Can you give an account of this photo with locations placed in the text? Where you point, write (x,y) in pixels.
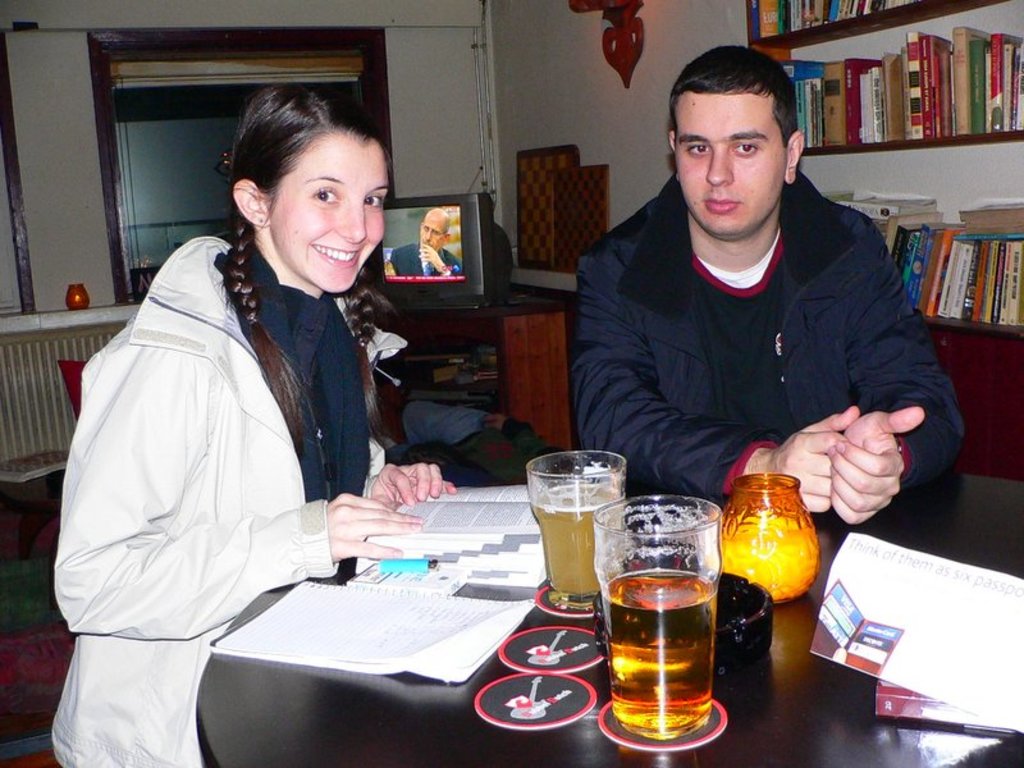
In this image we can see two persons (199,485) sitting on the chair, in front of them, we can see a table (443,724), on the table (464,684), we can see some glasses (551,580) with liquids (552,578), books (440,580), papers (444,572) and some other objects (424,582), there are some shelves (984,142) with books (989,109) and also we can see the wall (596,120) and a television (415,302) on the table (499,319).
